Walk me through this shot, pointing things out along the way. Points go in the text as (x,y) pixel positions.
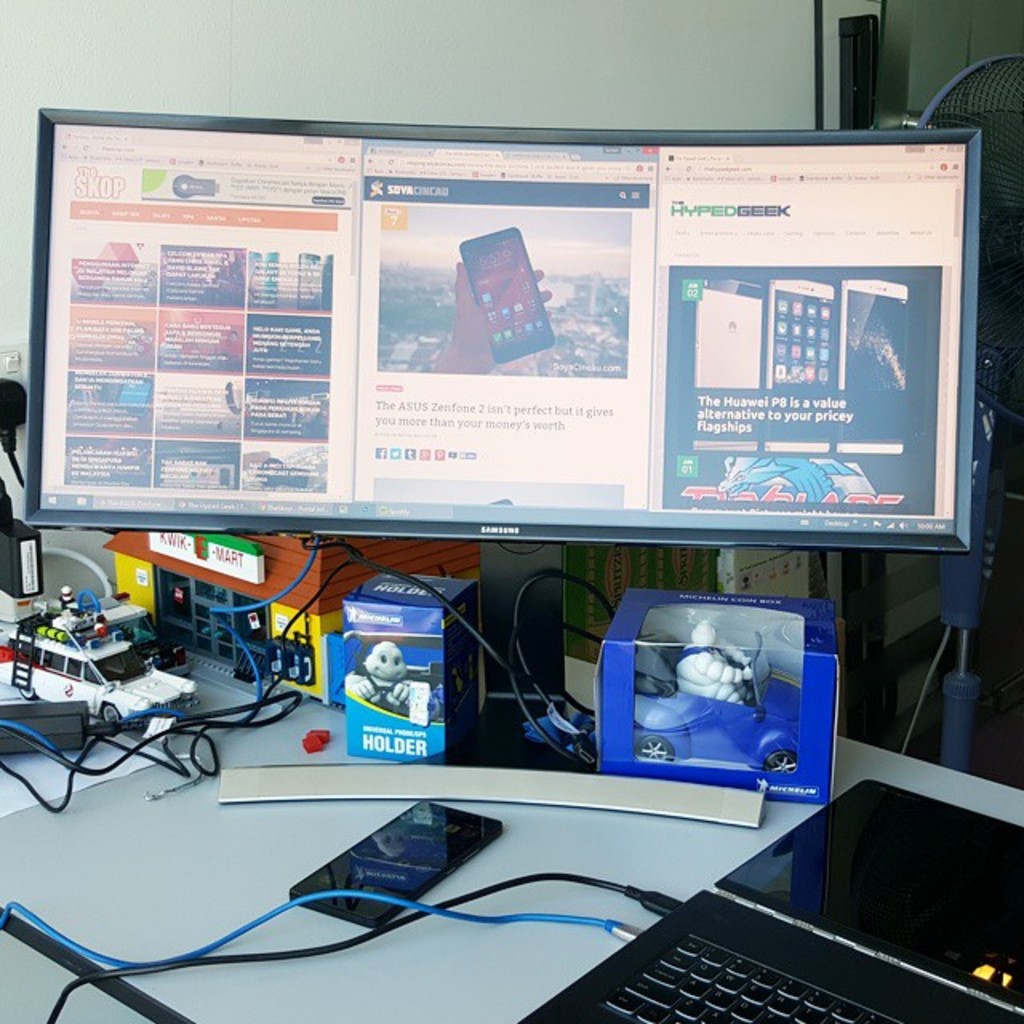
In the picture I can see computer (796,387), a laptop (844,856), a mobile phone (332,889), car toys (64,610) and cables (204,730) are kept on the table (138,807). I can see a fan (1013,267) on the top right side (992,338).
